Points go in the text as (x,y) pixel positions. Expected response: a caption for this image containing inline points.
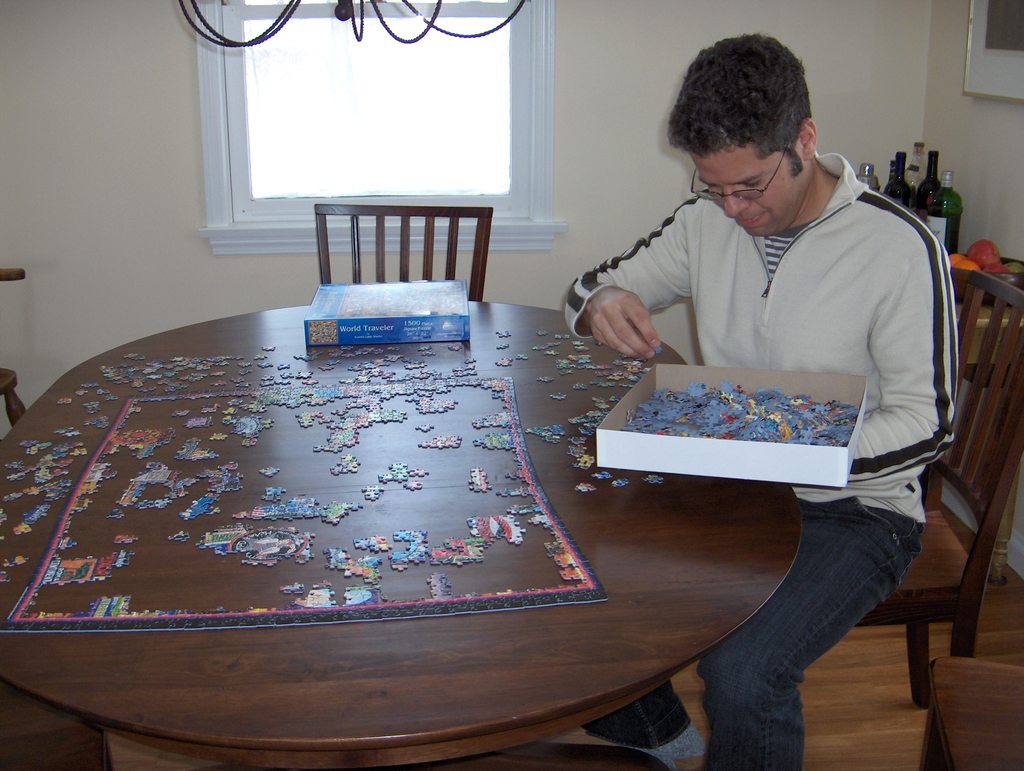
In this picture we can see man (726,90) wore spectacle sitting on chair (956,452) and holding box (741,368) with puzzle pieces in it and in front of him there is table (253,344) and on table (197,410) we can see some more puzzle pieces (317,362) and in background (339,84) there is a window (444,92), bottle (916,180), fruits (971,254), wire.
